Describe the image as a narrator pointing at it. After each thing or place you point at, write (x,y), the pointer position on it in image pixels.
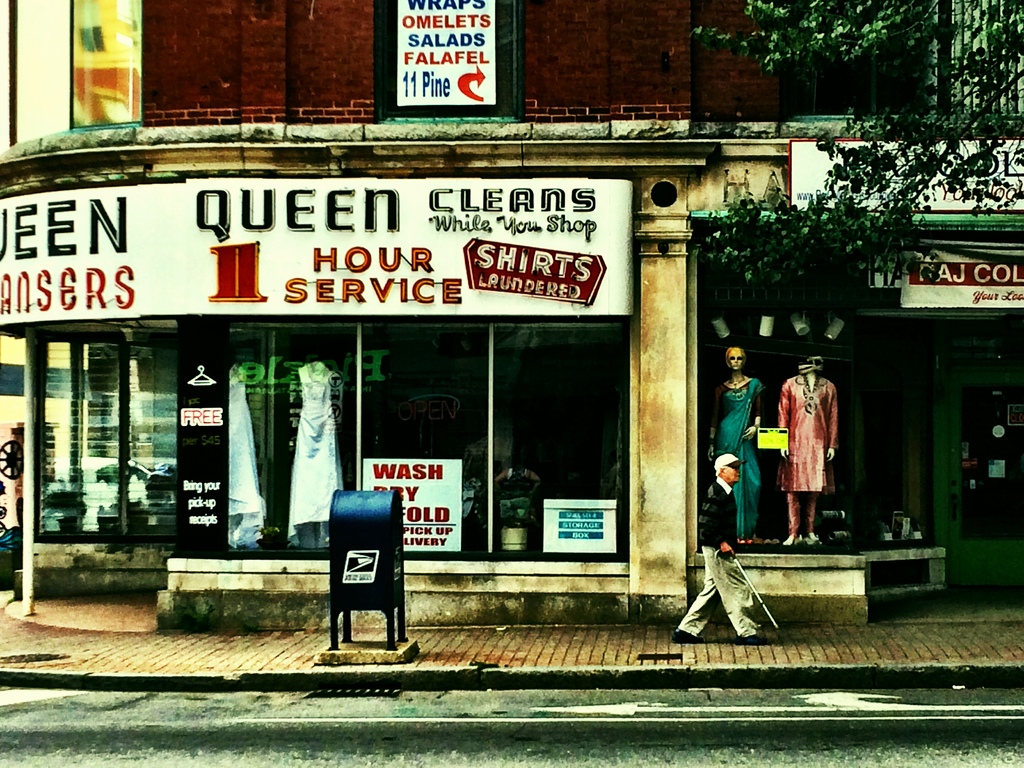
In this image, we can see a stall (359,440) with glass doors (548,403). Here there is a wall (662,459), few boards (763,437), some box (345,509), hoardings (142,268), banners (602,228). Here we can see few mannequins (798,462). At the bottom (720,655), we can see the road (450,722) and platform (592,643). A person (700,610) is walking on the platform (764,650) and holding a walking stick (748,580). Right side of the image (852,11), we can see a tree (937,144).
